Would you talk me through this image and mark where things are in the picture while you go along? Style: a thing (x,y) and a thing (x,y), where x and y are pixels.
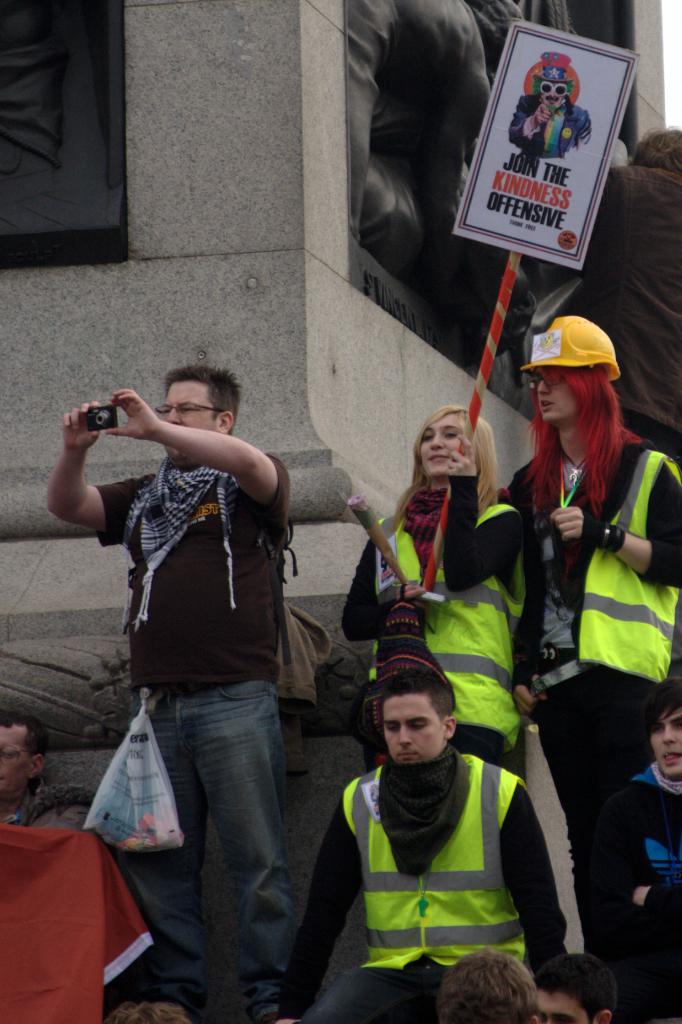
In this image there are a few people (276,499) in which one of them is holding a camera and capturing a photo, one of them is holding a placard (497,138) with some text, there are sculptures (438,334) on the walls (334,195) of the building (258,222).
